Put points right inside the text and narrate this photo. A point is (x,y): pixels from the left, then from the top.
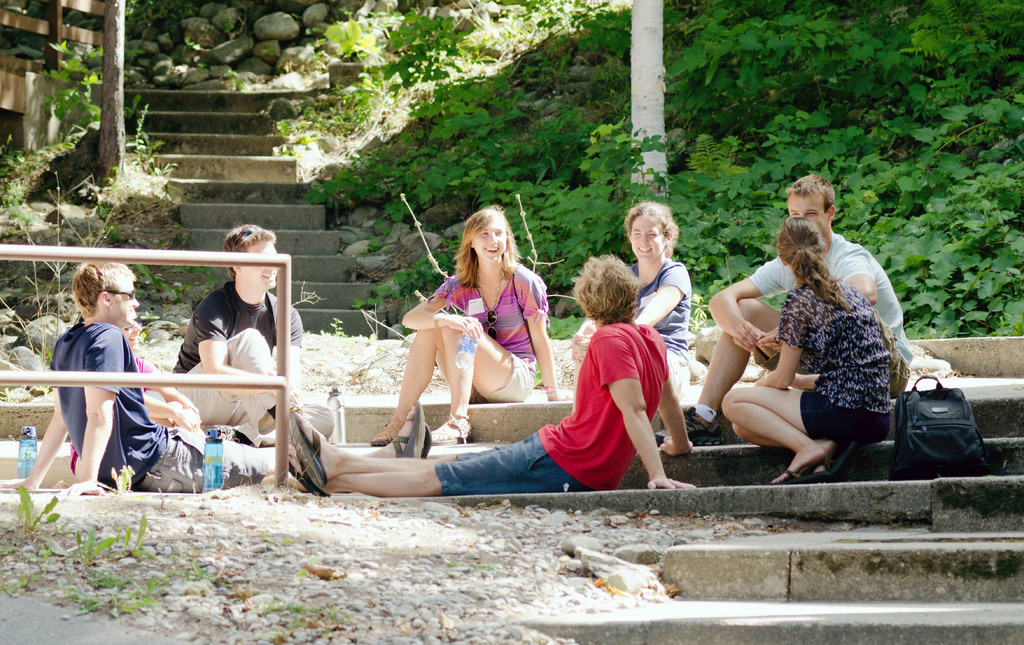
This image consists of many people (792,337) sitting. At the bottom (253,592), there is a ground (293,604). In the background (176,173), there are steps (162,147) and plants (571,173) along with the rocks (249,69).
